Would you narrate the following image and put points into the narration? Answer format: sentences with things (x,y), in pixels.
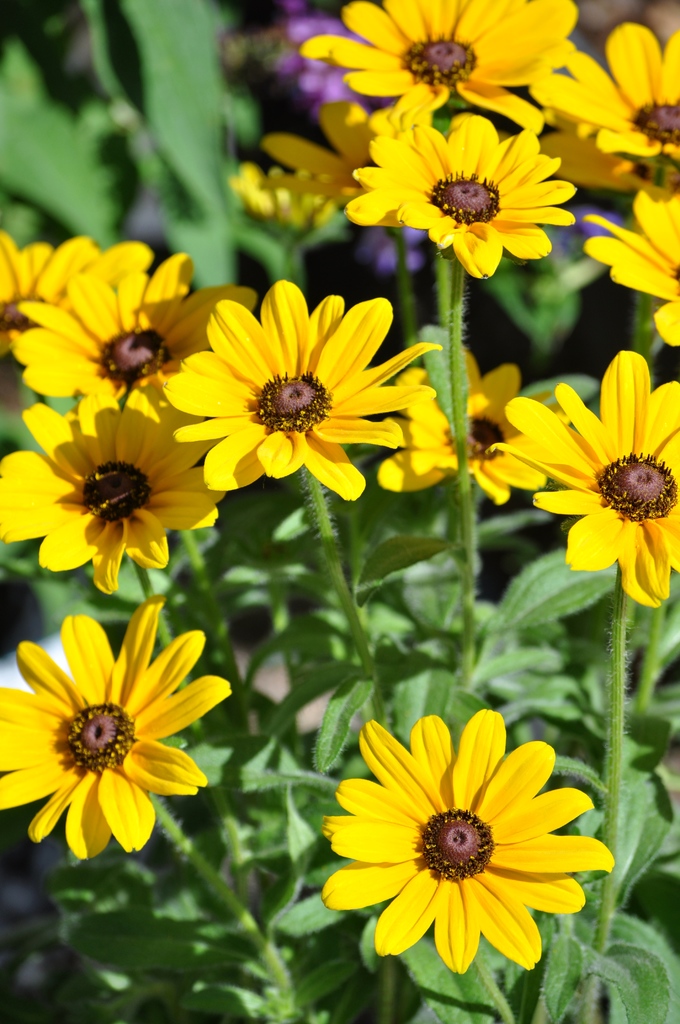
In this image we can see plants (517,631) with flowers (671,535). In the background (313,225) the image is blur but we can see plants (80,136) and flowers (277,177).
